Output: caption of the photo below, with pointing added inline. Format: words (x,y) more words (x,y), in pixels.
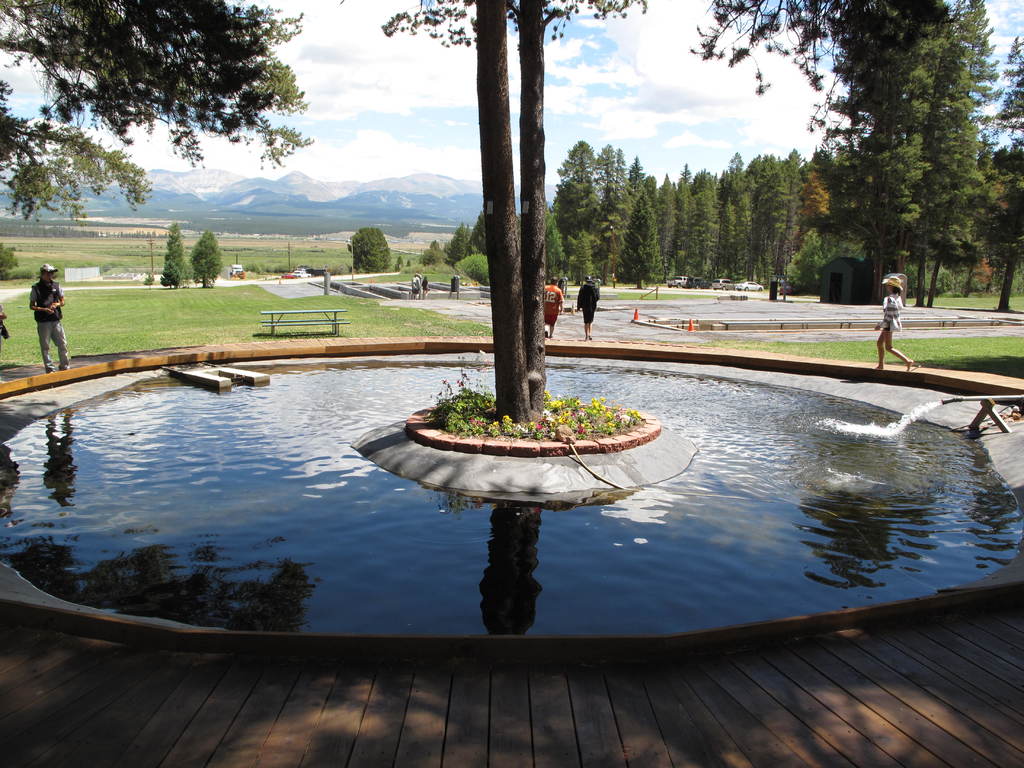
We can see water (325,380), pipe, trees (492,243), plants (593,415) and flowers (565,413). There are people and we can see table (347,312), benches (297,321) and grass (174,321). In the background (823,180) we can trees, hills (298,182) and sky (719,106).
